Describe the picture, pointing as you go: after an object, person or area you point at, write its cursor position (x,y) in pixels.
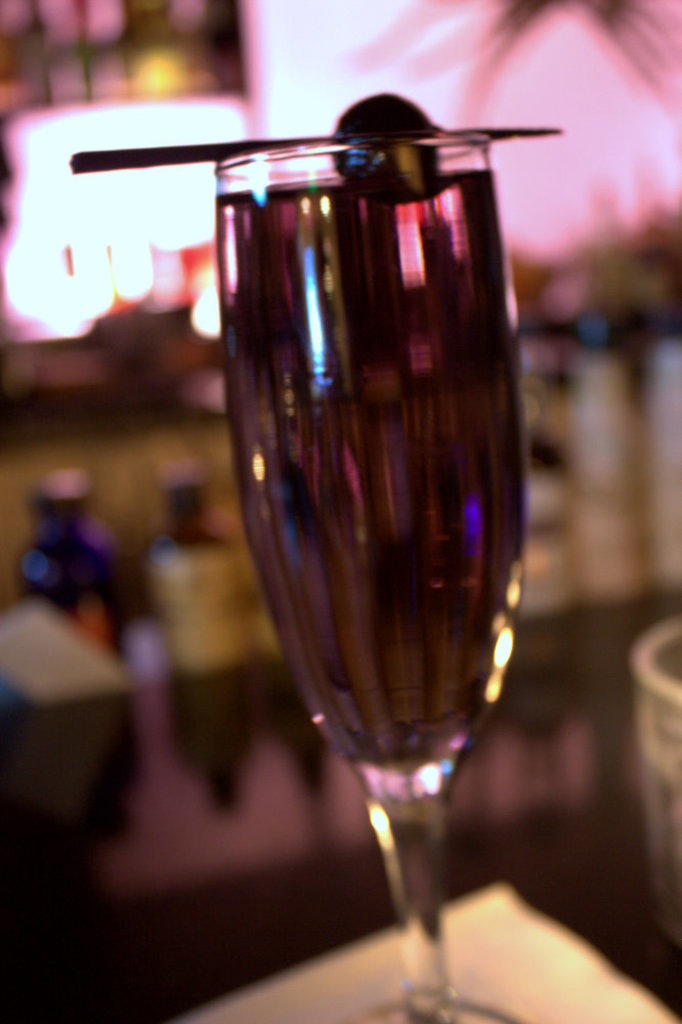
In this picture I can observe glass (383,263) placed on the table (605,741). The background (163,12) is completely blurred.
